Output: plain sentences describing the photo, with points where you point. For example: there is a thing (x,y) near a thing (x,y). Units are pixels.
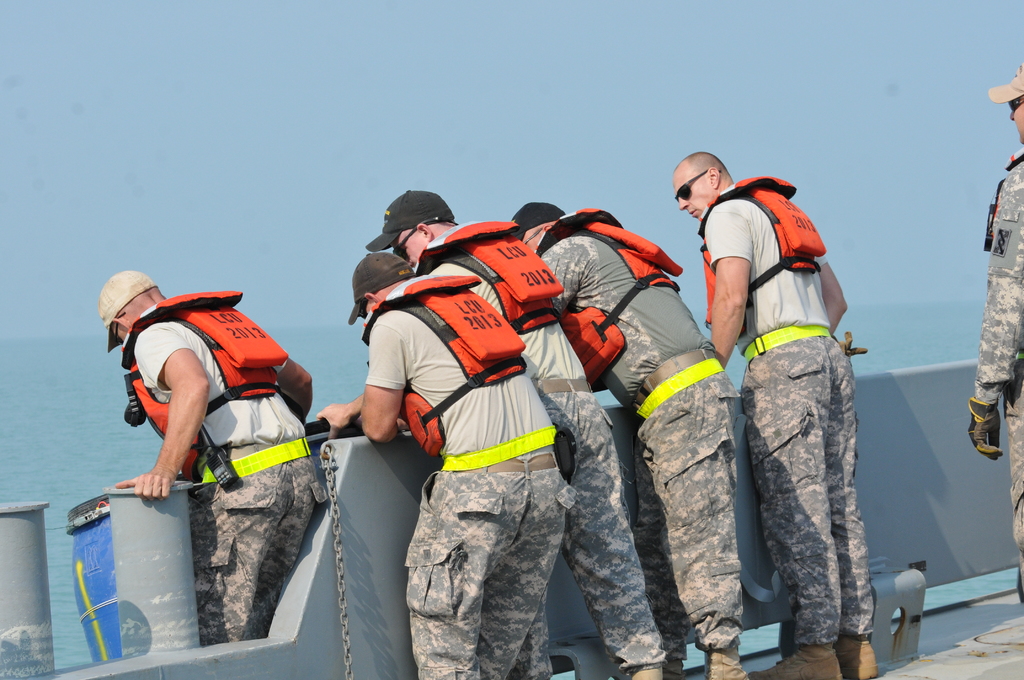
In this image there are people (648,531) standing on the floor (980,644). In front of them there is a wall (358,582). There are pillars (144,573). There is a blue can (116,600). In the background of the image (66,437) there is water (57,353) and sky (241,124).
